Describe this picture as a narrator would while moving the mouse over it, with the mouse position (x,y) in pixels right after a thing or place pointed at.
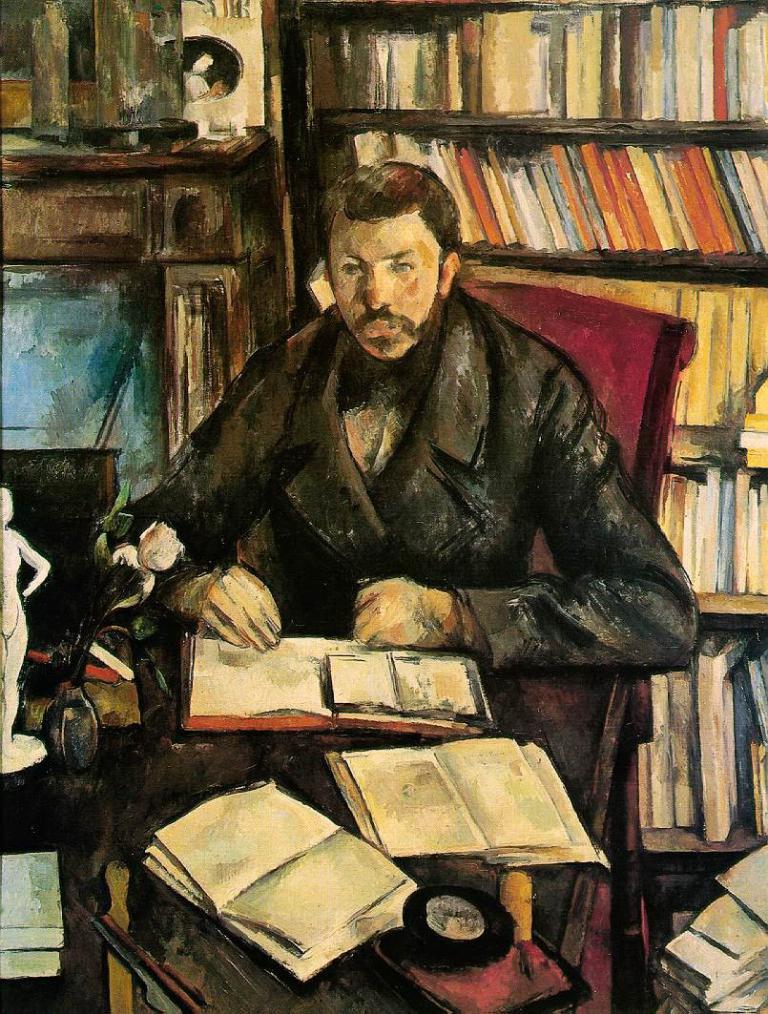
In this image we can see the painting (538,18). Here we can see a man (521,513) sitting on a chair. Here we can see the books (309,722) and a flower vase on the table (101,750). In the background (528,269), we can see the books (551,38) on a wooden shelf (661,252).
